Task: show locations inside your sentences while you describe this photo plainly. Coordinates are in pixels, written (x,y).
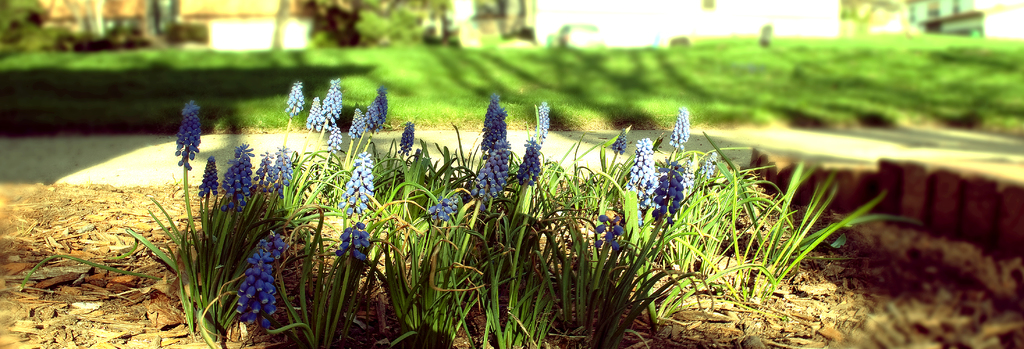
In this image I can see few purple color flowers (453,212) and few green color leaves (525,232). Background (608,98) is in green color and it is blurred.
